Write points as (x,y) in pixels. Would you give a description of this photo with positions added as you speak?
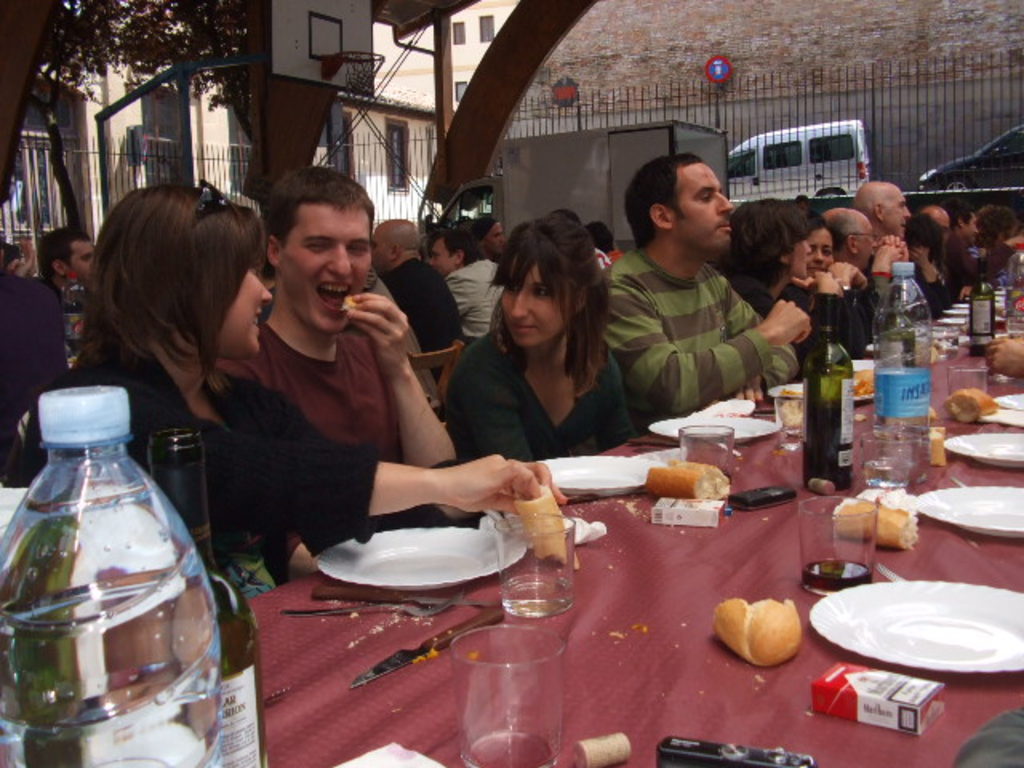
Here we can see a group of people (579,313) sitting on chairs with food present on the table (697,555) in front of them, there are bottles (818,432) and glasses (548,665) also present on the table (698,541) and behind them we can see a basketball court (184,149) and beside we can see a van (820,130) and there are trees (202,70) present.
